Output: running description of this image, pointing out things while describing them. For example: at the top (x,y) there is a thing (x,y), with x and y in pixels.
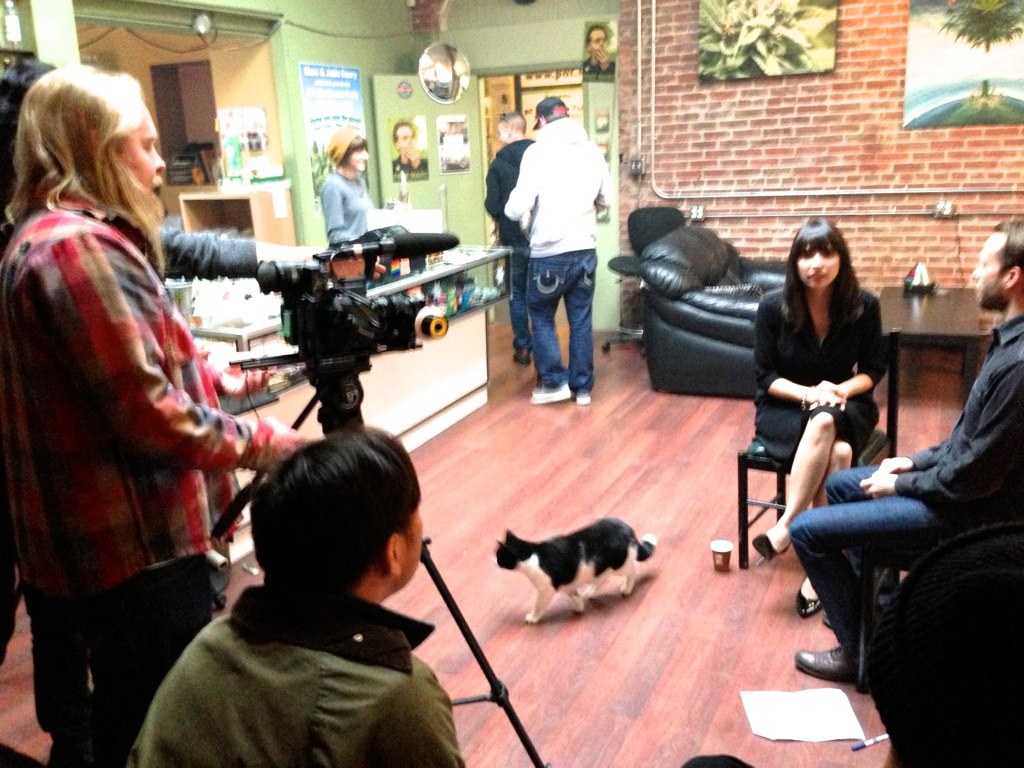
In this image i can see a woman (859,346) and a man (828,516) sitting and few other persons (524,277) standing To the left of the image (136,513) i can see a person (112,509) holding the camera (346,343) and a cat (559,568). In the background (757,128) i can see a wall (763,140), four photo frames (921,99), a door (492,90) and a mirror (447,85).
